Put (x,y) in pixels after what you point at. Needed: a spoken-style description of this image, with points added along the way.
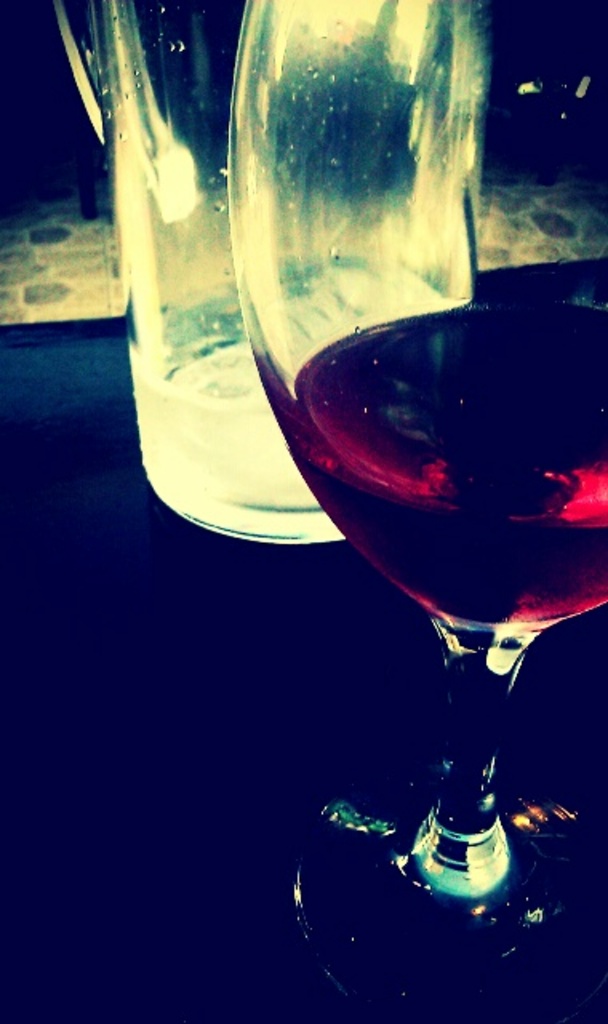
In this image I can see on the right side (478,873) it is a wine glass (398,492), at the top (197,330) it looks like a bottle (194,2).
